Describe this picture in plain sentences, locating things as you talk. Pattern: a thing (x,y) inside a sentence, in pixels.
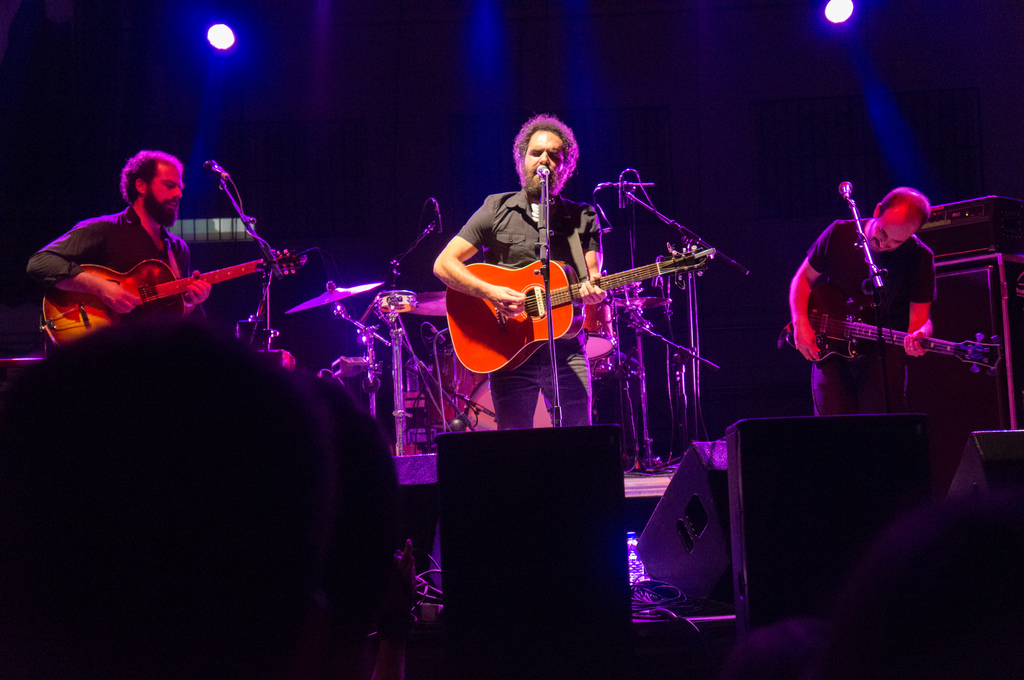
Here we can see that a person (560,180) is standing on the floor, and he is singing and holding a guitar (512,270) in his hand (598,298), and at beside a man (145,217) is standing and holding a guitar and in front (248,226) here is the microphone (244,213), and at the top (212,37) here is the light (225,38).
